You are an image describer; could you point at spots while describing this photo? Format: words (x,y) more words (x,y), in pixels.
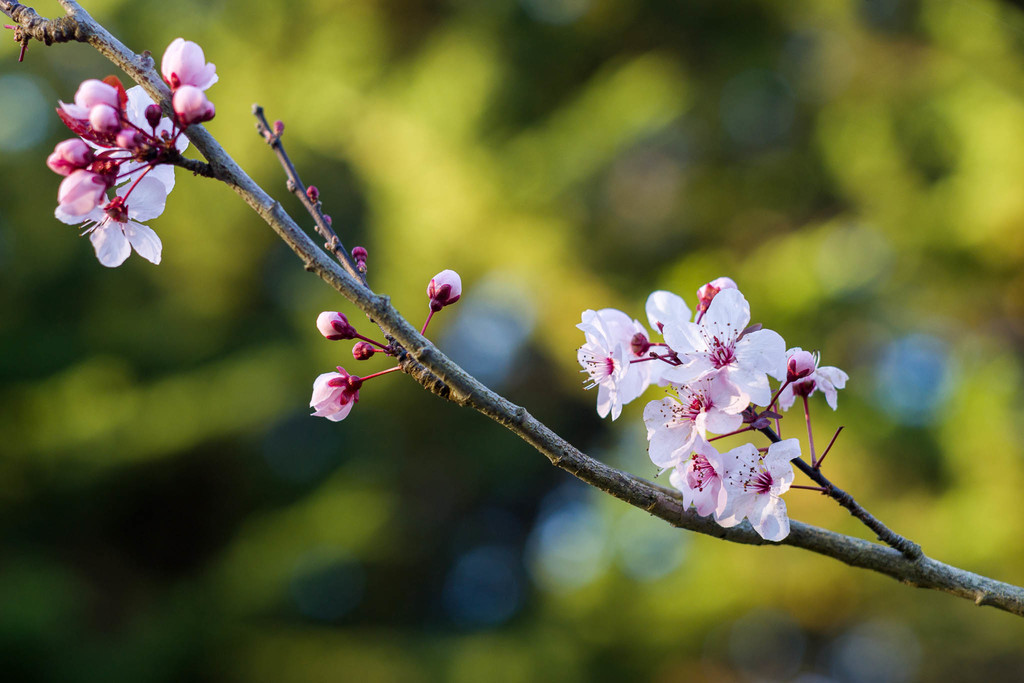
In this image we can see flowers (135,166) to a stem (153,161). In the background (92,324) the image is blur.
